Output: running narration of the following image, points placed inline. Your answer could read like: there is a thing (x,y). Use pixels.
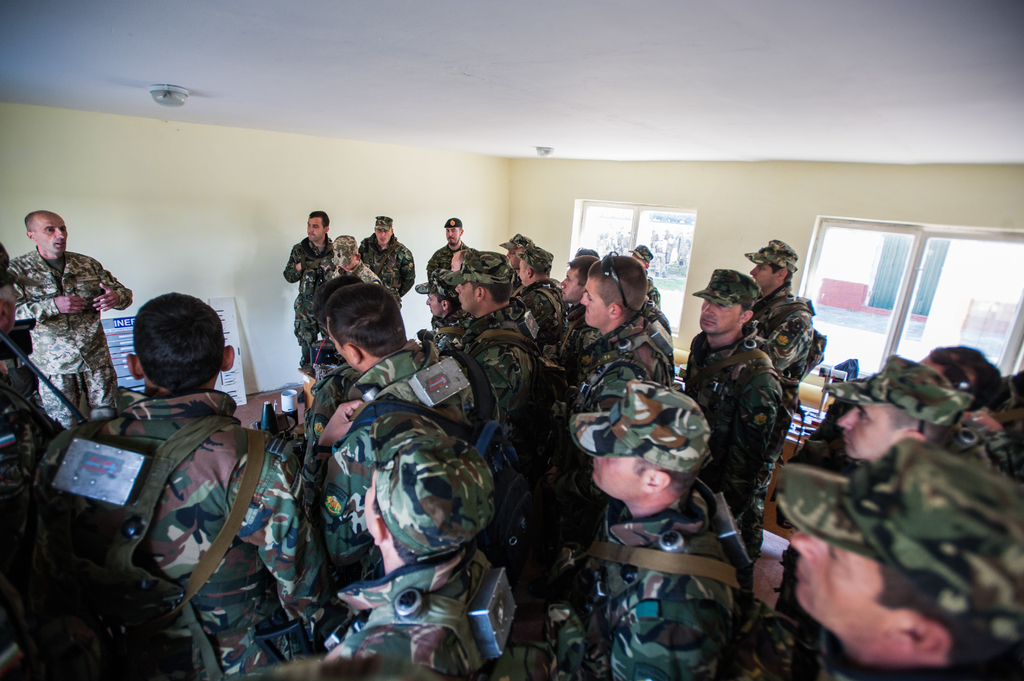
In this picture there are group of people (415,345) standing and we can see board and objects (287,412) on the floor (253,405). In the background of the image (749,213) we can see wall (775,227) and glass windows (832,270). At the top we can see lights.
